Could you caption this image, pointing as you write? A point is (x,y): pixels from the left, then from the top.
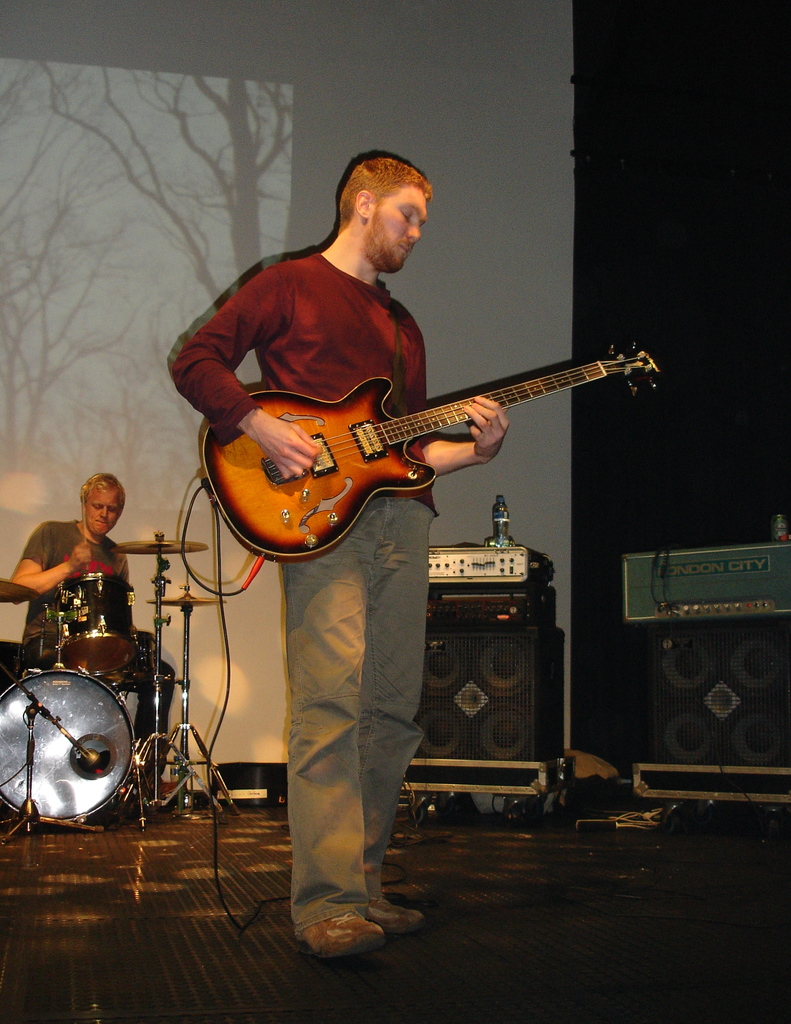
In the middle (307,660) a man (221,367) is standing and playing a guitar (317,409) on the left (75,623) a man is sitting and beating the drums (82,636) there are speakers (526,753) in the right (764,715).
